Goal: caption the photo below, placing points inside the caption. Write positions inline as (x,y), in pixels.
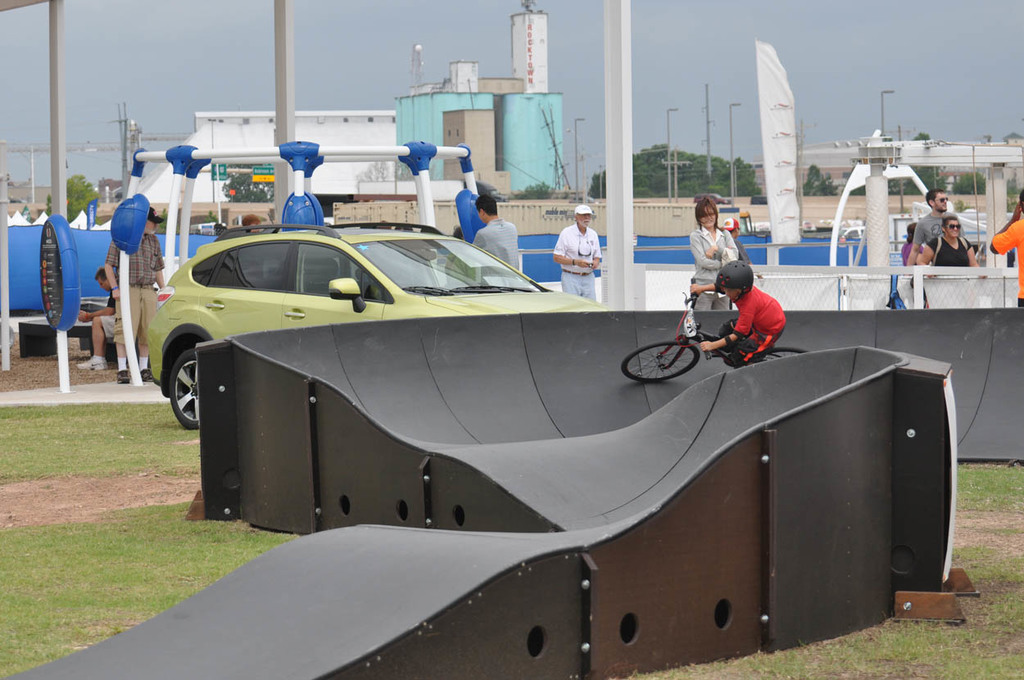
In this image there is a small boy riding bicycle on the curved path (578,389) which is on the grass (956,643), behind that there is a car (530,303) and some electrical poles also there are some buildings (236,111).
